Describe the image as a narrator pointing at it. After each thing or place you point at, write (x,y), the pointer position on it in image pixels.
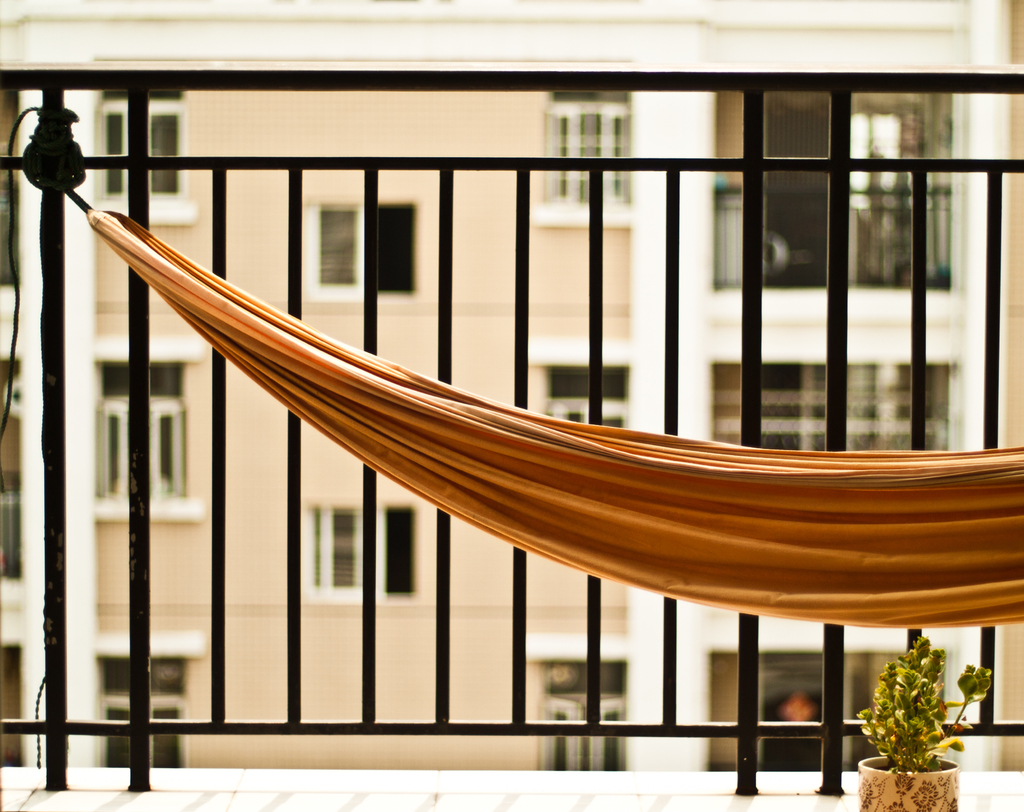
In this image there is a railing (674,341). There is a cloth (624,486) tied to the railing (45,215) with a help of a rope (62,156). In the bottom right (904,731) there is a houseplant (897,760). Behind the railing (451,357) there is a building (457,277). There are glass windows (360,266) and railings (865,266) to the building (738,408).
